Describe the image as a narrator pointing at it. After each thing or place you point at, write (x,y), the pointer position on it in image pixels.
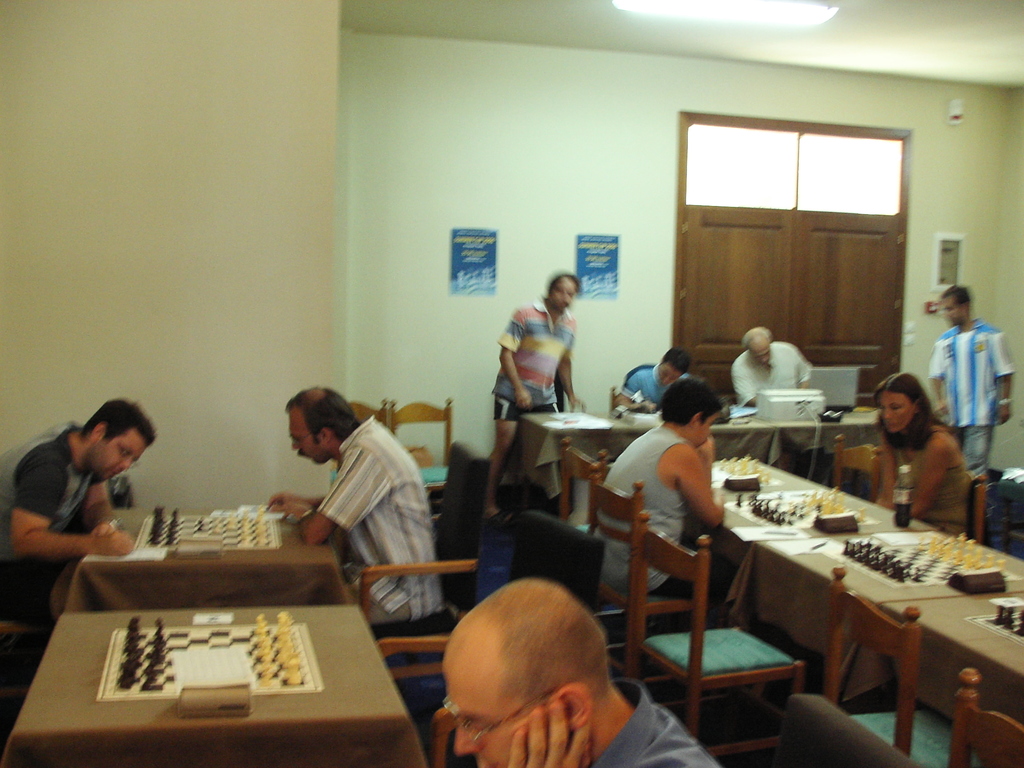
Here, a group of people (566,728) in hall (711,319). Each pair (689,469) is sitting in opposite direction and playing chess. There are two men (407,527) at left side (317,501) and two people (700,481) on to the right side of the image (698,500). Four men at the back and a man (606,644) in the front (606,644) middle of the image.
